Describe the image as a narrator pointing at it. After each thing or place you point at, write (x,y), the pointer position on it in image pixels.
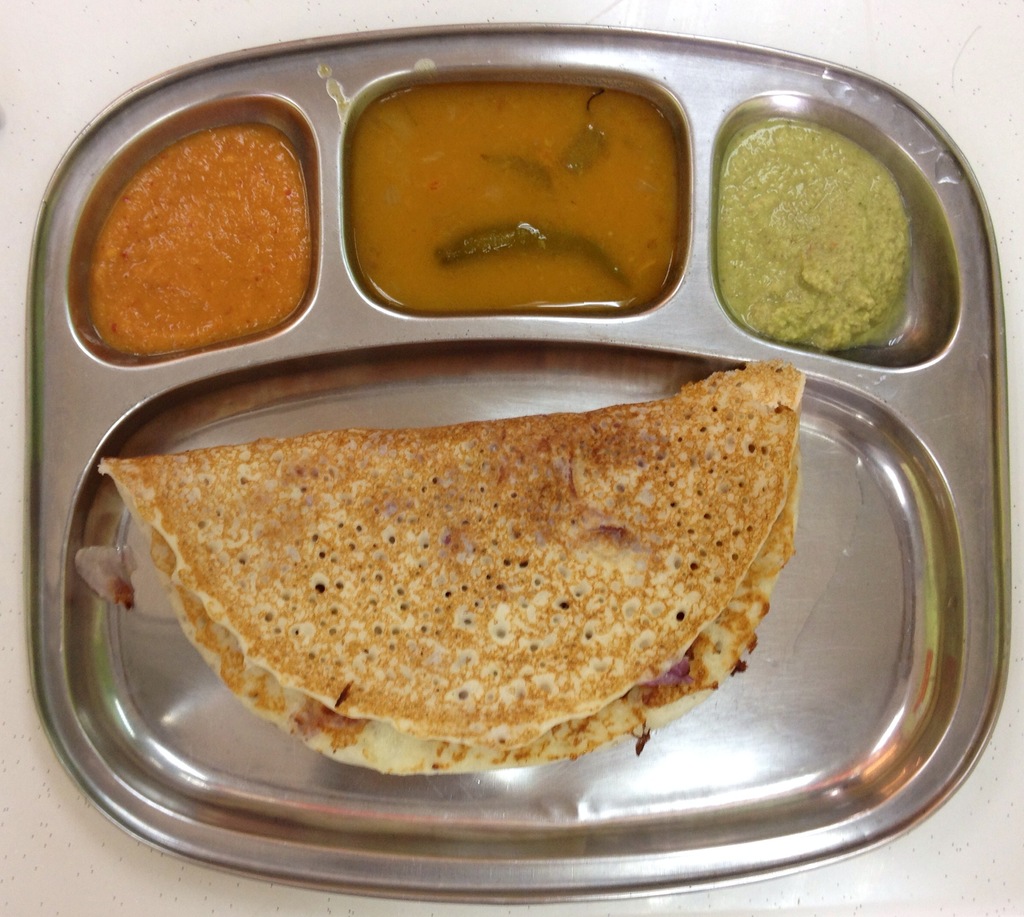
Here we can see a plate (317,351) with a food item (409,569), two chutneys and a liquid food item (469,235) in it on a platform (310,7).
